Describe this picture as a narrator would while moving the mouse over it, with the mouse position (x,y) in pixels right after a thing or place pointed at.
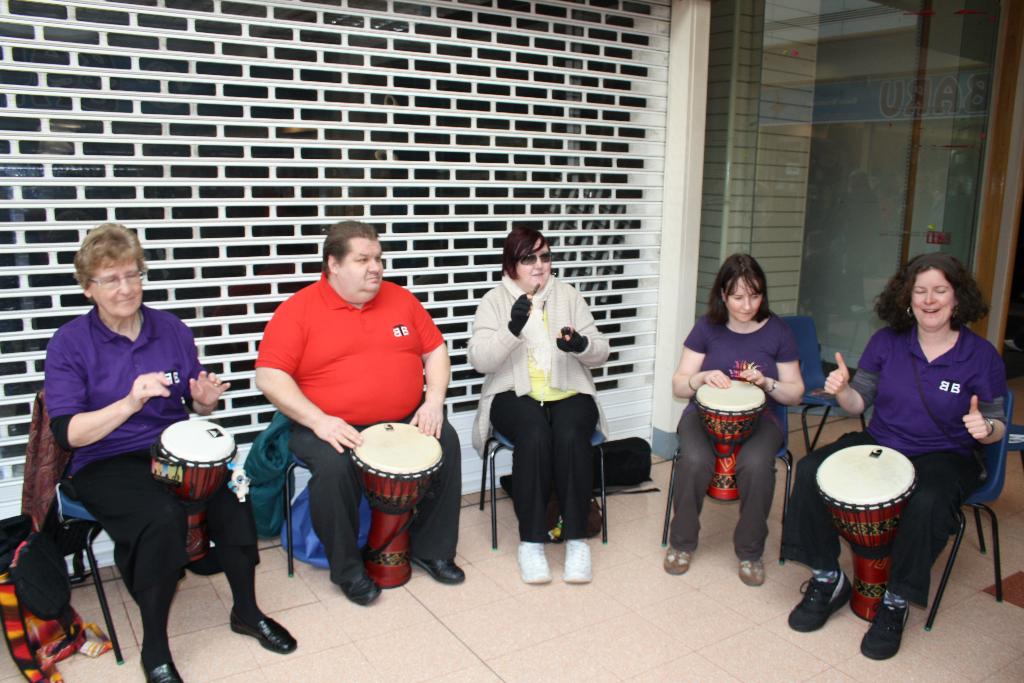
In this Image I see 4 women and a man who are sitting on chairs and I see there are 4 drums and this woman (940,348) is smiling, In the background (758,1) I see the wall (674,0), glass (980,0) and few things (561,519) over here.
